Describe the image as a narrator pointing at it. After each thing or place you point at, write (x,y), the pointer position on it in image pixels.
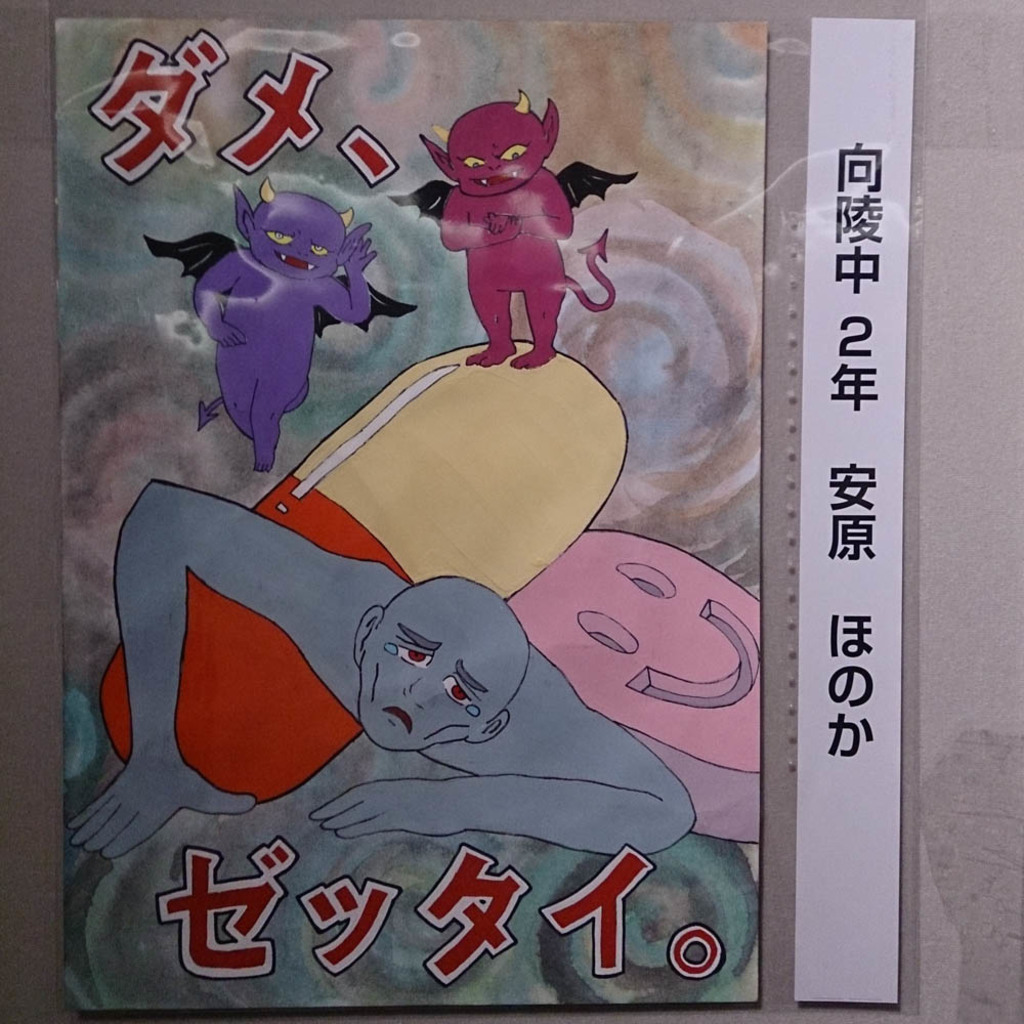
In this image we can see the poster (470,326) of cartoon pictures (404,564) and also the text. In the background (912,393) we can see the wall (965,620).
